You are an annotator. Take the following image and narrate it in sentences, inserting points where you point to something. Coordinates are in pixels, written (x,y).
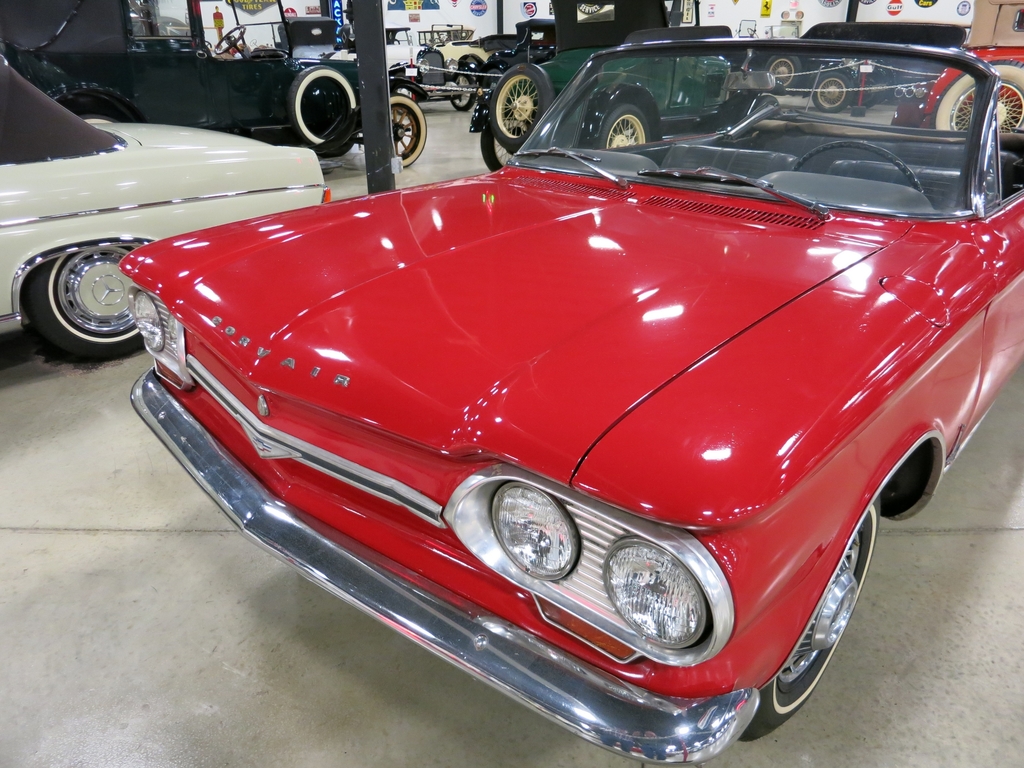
In this image I see number of vintage cars (498,129) which are of different in colors and I see the floor (249,562). In the background (447,14) I see the white wall (709,5) on which there are many stickers (691,7).
